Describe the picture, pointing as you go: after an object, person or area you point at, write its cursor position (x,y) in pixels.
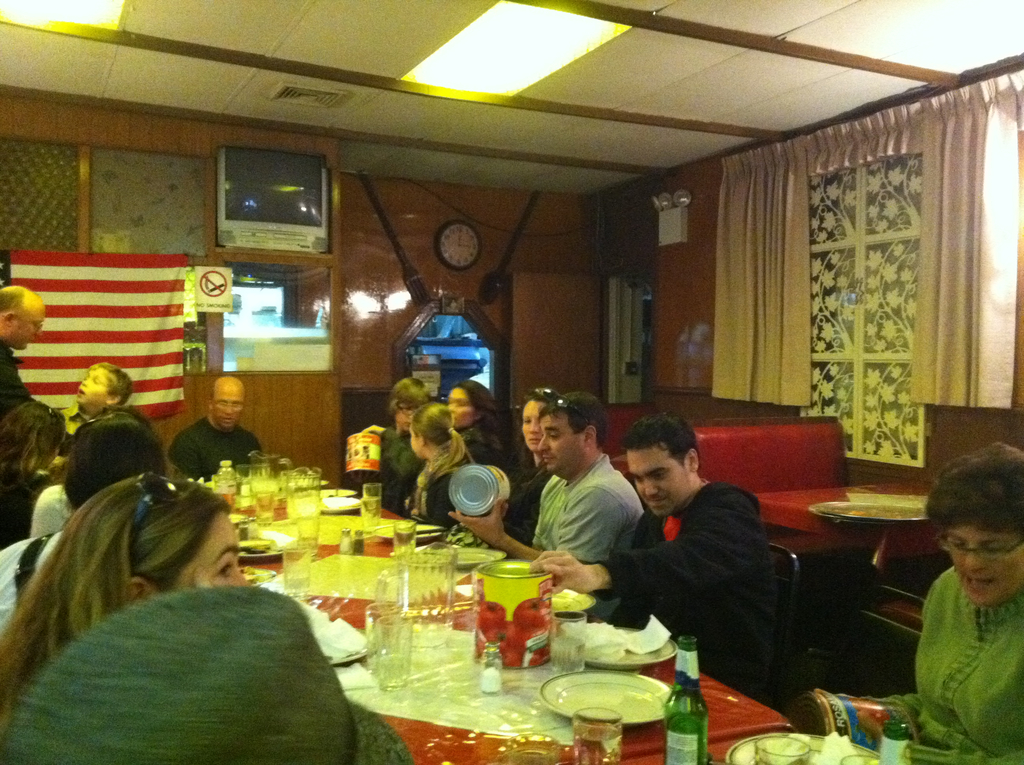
In this image there are a few people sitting in chairs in front of a dining table (520,587), on the table (459,687) there are some objects (535,605), behind them there are empty seats (750,433) and tables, beside that there are curtains (783,264) on the glass windows (812,282). On the left side of the image (18,371) there is a person (33,337) standing, behind him there is a flag (104,320), sign board (224,296), wall clock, television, glass window (434,346) and some other objects (458,311) on the wall (346,280) and there is a wooden door (573,333). At the top of the image (502,93) there are lights (504,69).
